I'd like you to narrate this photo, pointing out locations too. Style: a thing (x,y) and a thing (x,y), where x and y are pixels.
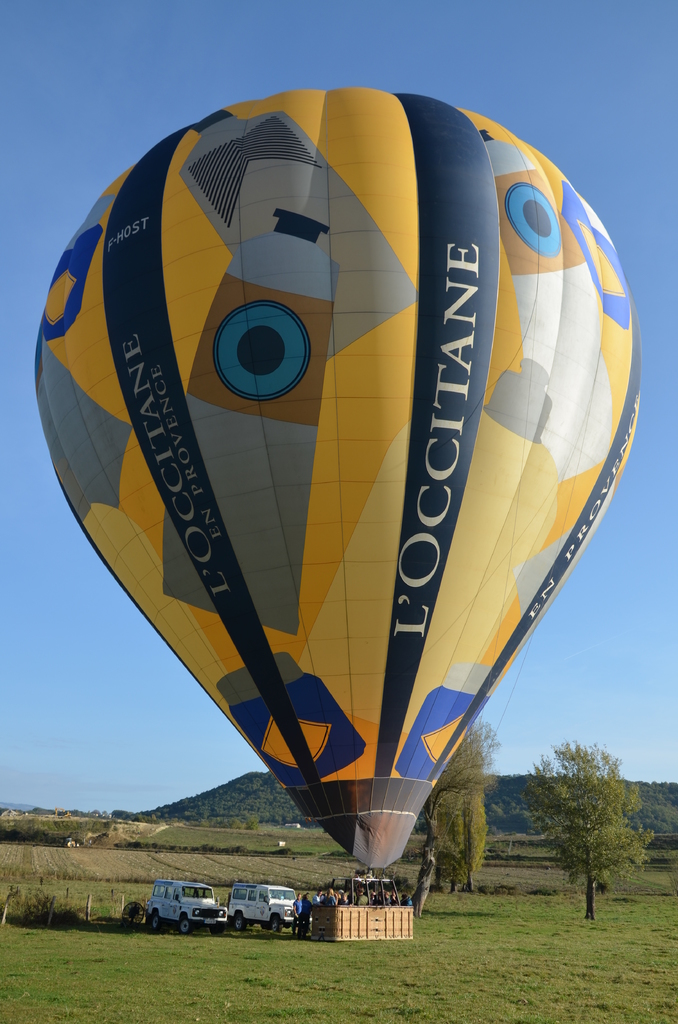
In this image I can see the air-balloon (343,809) and few people (300,934). To the side of the air-balloon (318,938) I can see the vehicles (285,920). In background (220,799) I can see the trees (249,793), mountains (235,796) and the sky (51,774).
